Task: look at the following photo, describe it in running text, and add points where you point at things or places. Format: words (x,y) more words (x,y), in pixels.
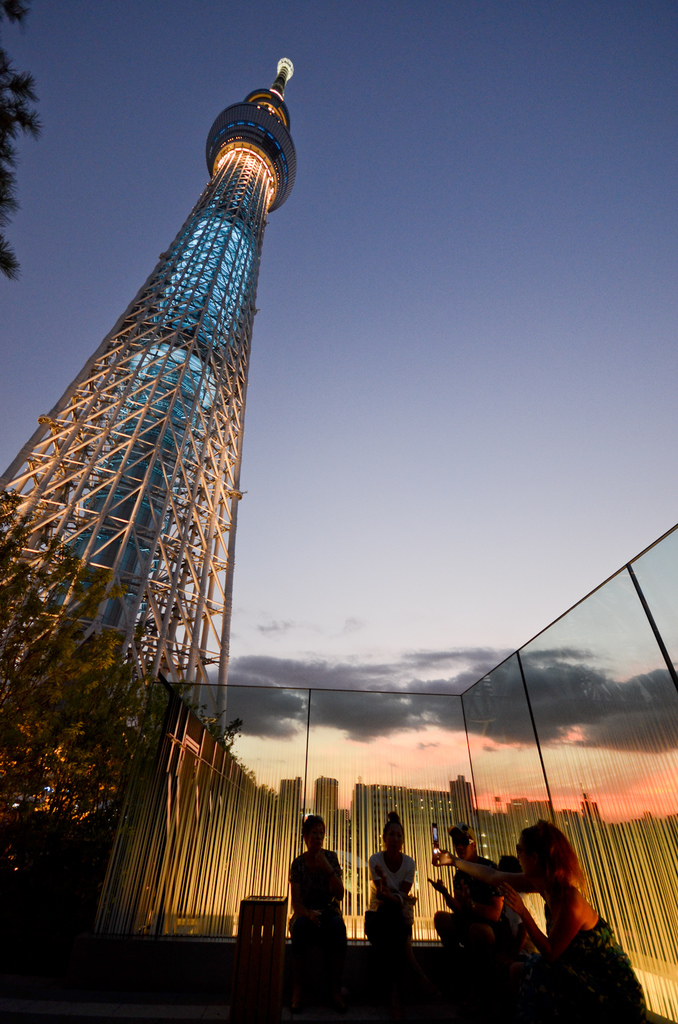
In this image I can see people (395,856) present in the front (410,903). There are glass walls (200,756). There is a building (218,210) and a tree (9,621) on the left (211,326). There is sky (428,620) at the top (34,146).
